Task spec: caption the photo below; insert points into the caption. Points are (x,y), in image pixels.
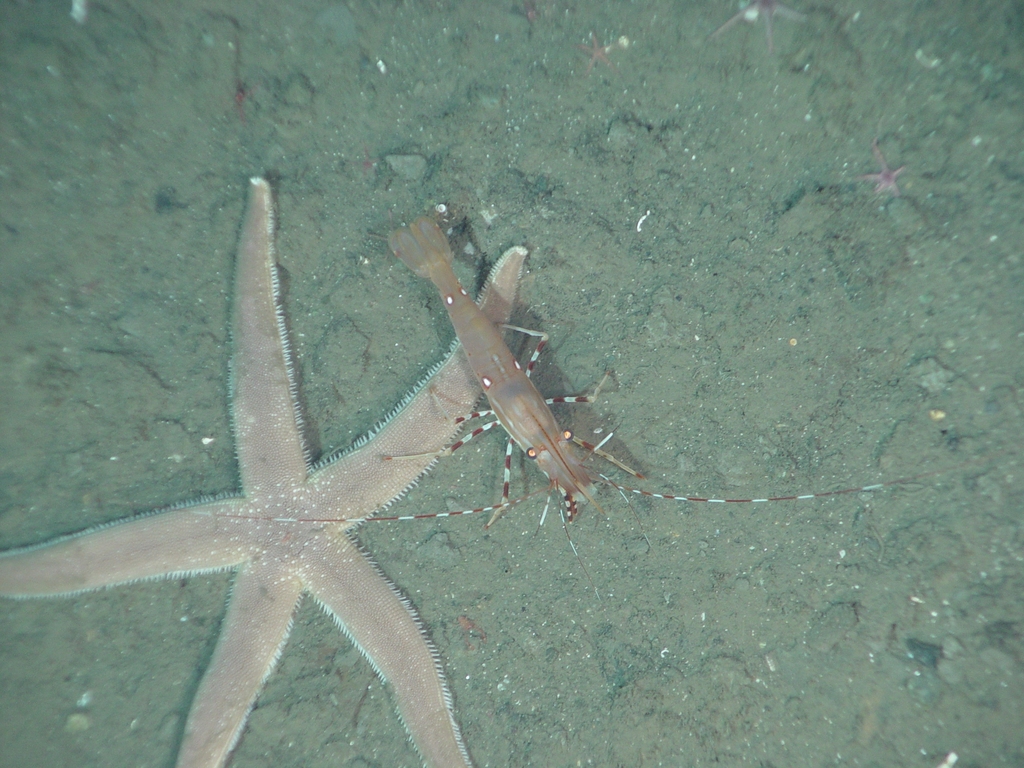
In this picture I can see there is a starfish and there is prawn (575,503). There is soil (61,610) and stones (418,163) on the floor (61,610).
